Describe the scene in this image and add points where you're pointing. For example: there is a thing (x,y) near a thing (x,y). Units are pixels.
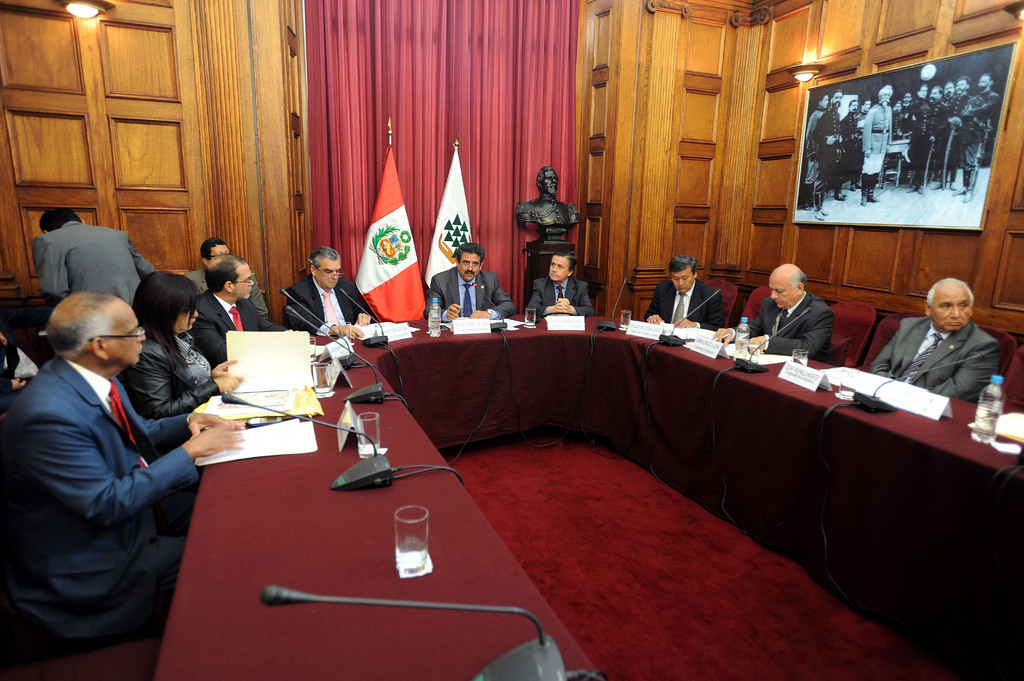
In this image I can see the red colored floor (648,558), a red colored round table (456,547) and on the table (686,389) I can see few papers (273,441), few files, few microphones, few bottles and few glasses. I can see few persons (130,397) sitting on chairs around the table (964,420). In the background (103,237) I can see a person (100,268) standing, few flags (445,224), the wooden wall (263,104), a statue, few lights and a photo frame (889,85) to the wall (728,109).
